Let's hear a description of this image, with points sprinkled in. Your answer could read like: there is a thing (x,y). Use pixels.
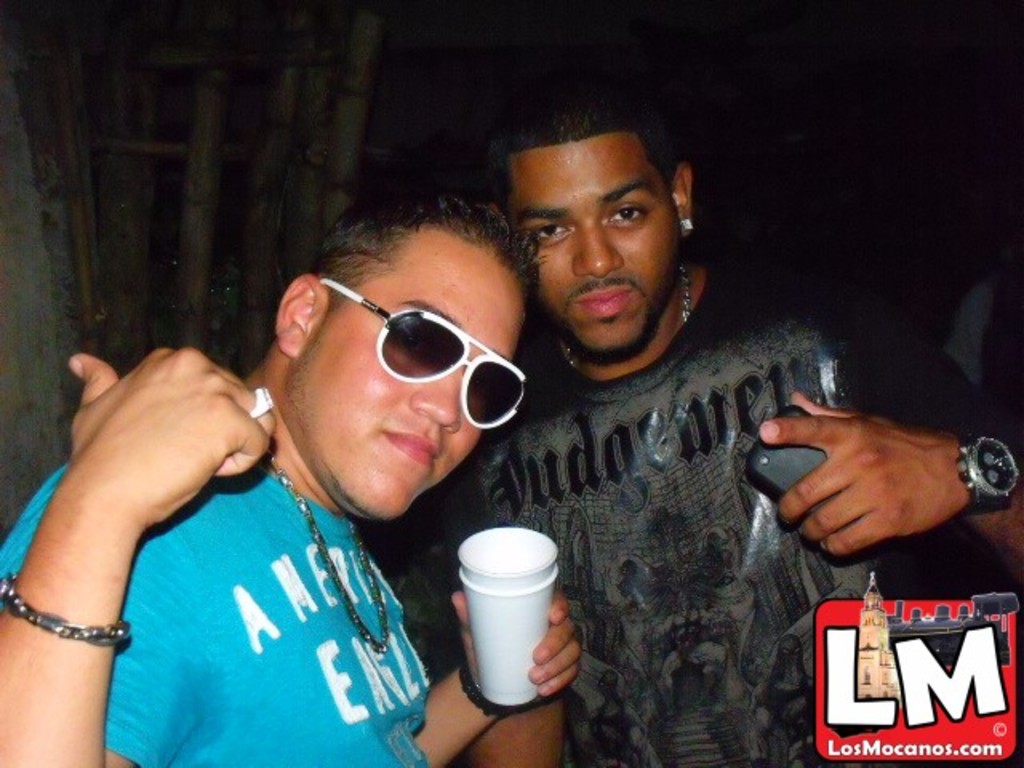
In the picture we can see two men (148,460) are standing, one man (156,445) is holding a glass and wearing a shade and blue T-shirt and one man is wearing a black T-shirt (594,653) and holding something in hand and behind them we can see dark.
